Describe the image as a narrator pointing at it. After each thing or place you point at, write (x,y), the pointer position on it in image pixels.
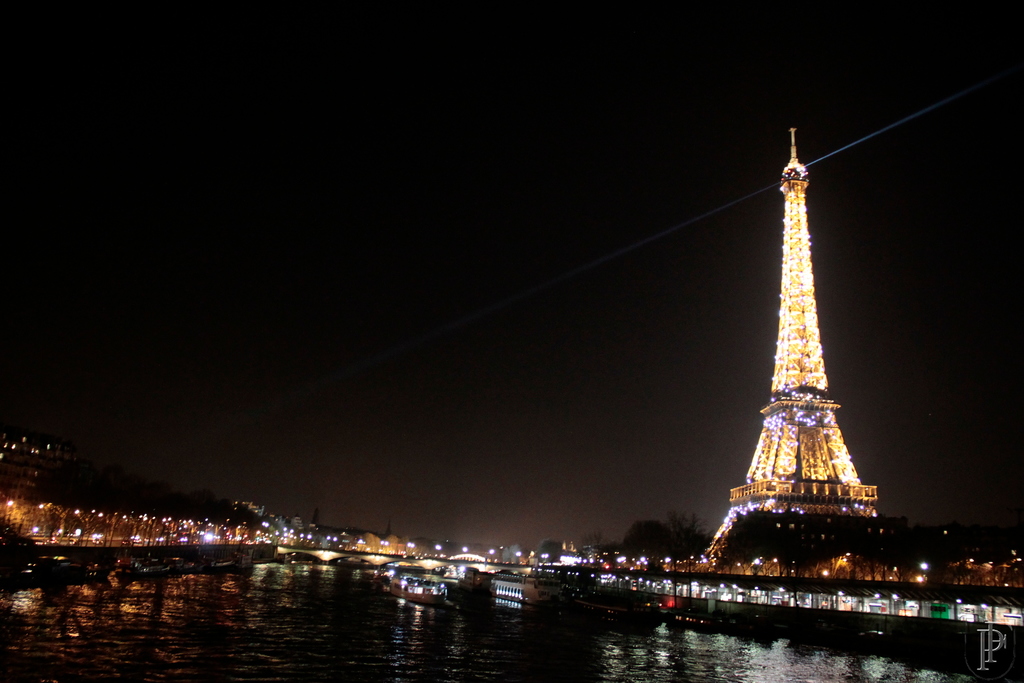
In this picture I can see there is a tower (847,451) and there is a lake (452,610), buildings (22,455) and trees (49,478) and the sky (267,239) is dark and clear.
